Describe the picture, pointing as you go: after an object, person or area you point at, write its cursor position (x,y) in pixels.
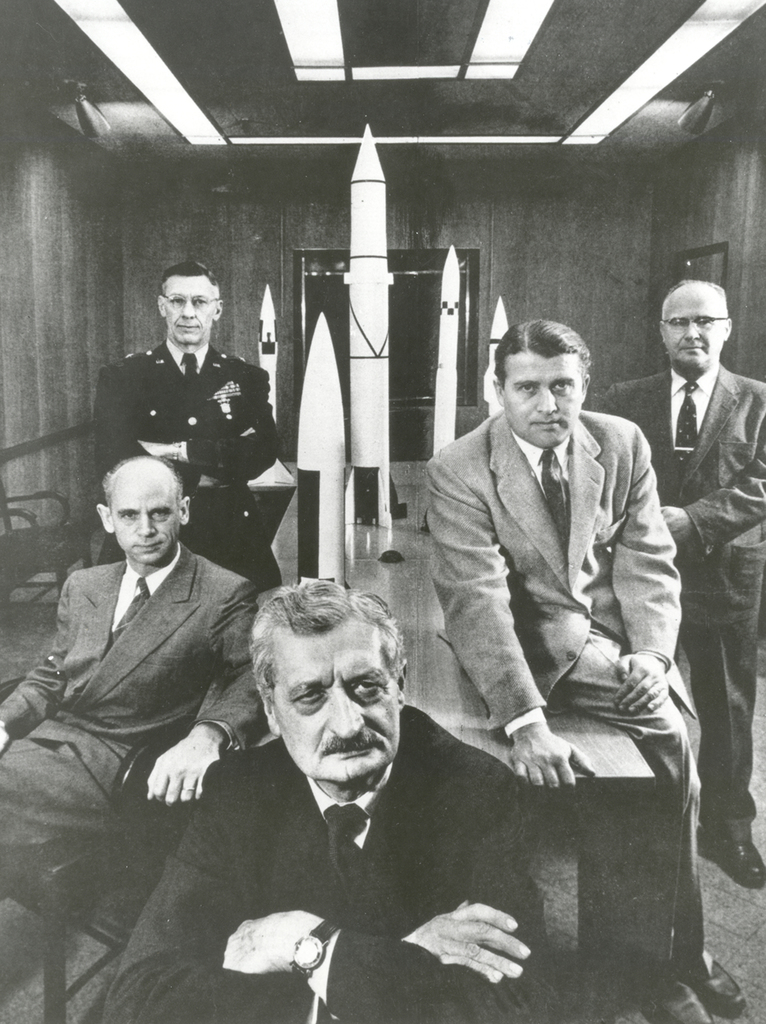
This image consists of five men (226,687). All are wearing suits (179,603). In the middle (362,544), there is a table (578,810) on which there are missiles (365,494) kept. In the background (67,258), there is a wall (68,246). At the top (361,67), there is a roof (411,79) along with the lights (137,63).
